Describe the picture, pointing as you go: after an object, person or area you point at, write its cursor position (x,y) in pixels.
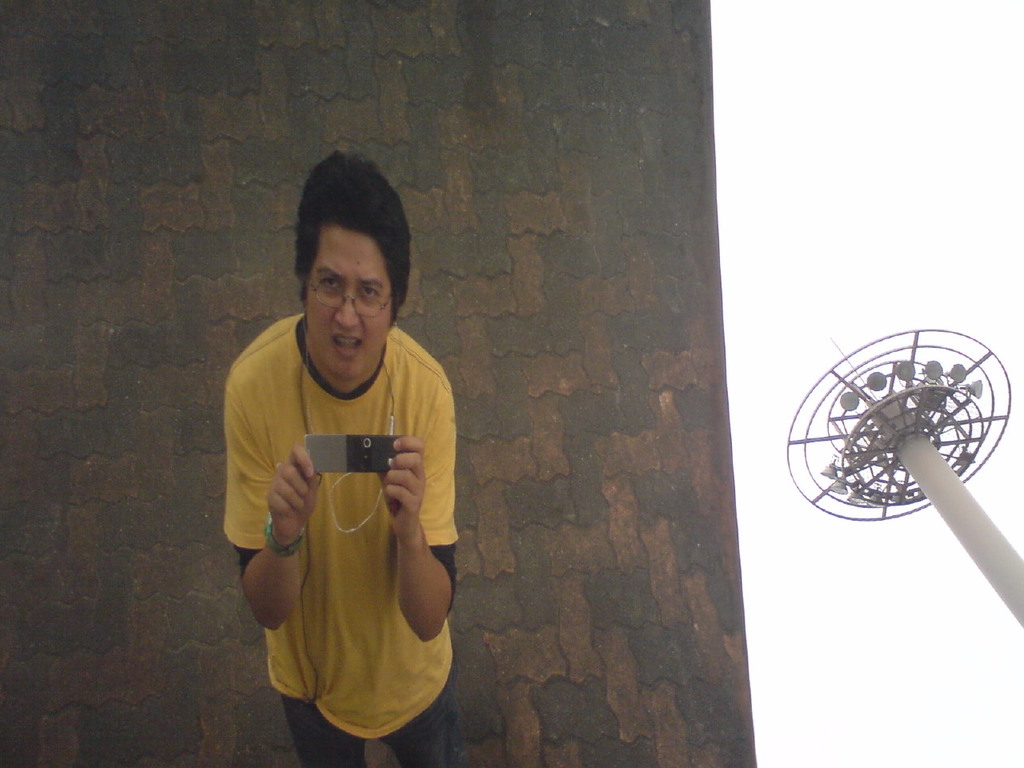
The man (343,752) on the left corner of the picture (258,525) wearing a yellow t-shirt (327,602) is holding a mobile phone (308,452) in his hand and I think he is taking photos of it. On the right corner of the picture (923,390), we see a pillar (1023,592) which is white in color.
